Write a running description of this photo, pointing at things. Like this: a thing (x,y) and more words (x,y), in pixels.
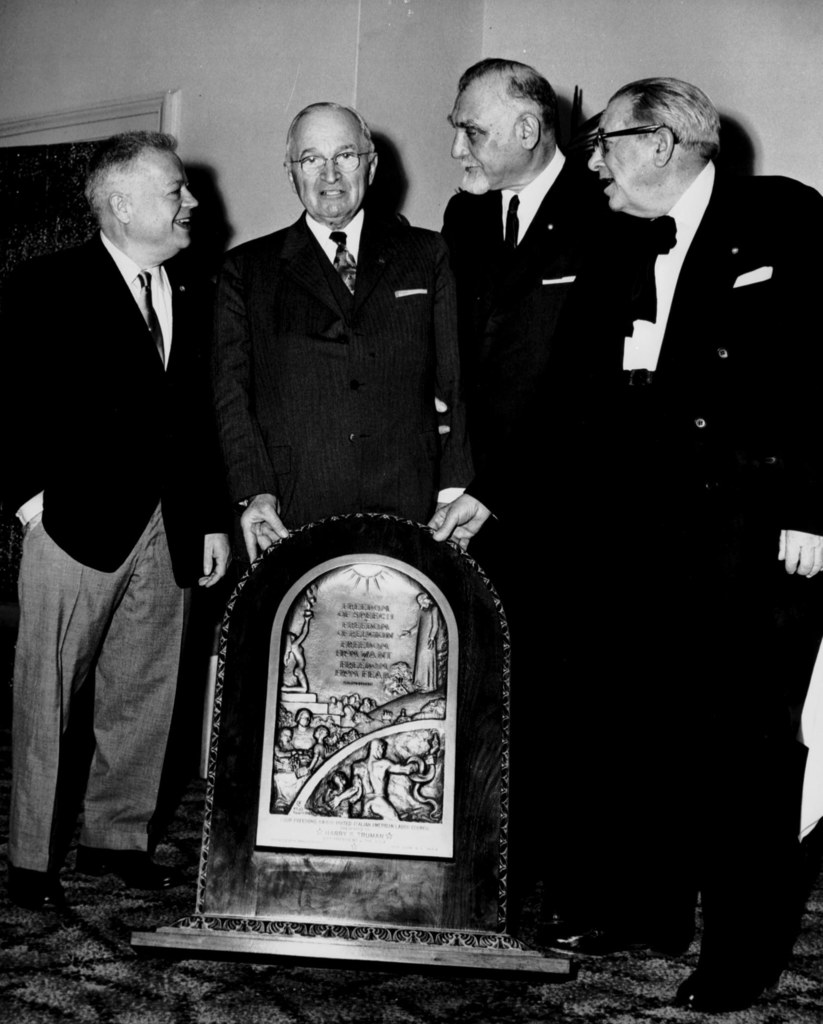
This is a black and white image in this image in the center (301,377) there are four people (596,296) standing, and they are holding one board (301,850). On the board (301,850) there is some text (334,657) and some art (401,760), at the bottom (19,1000) there is floor (187,967) and in the background (262,164) there is a wall (311,81).
